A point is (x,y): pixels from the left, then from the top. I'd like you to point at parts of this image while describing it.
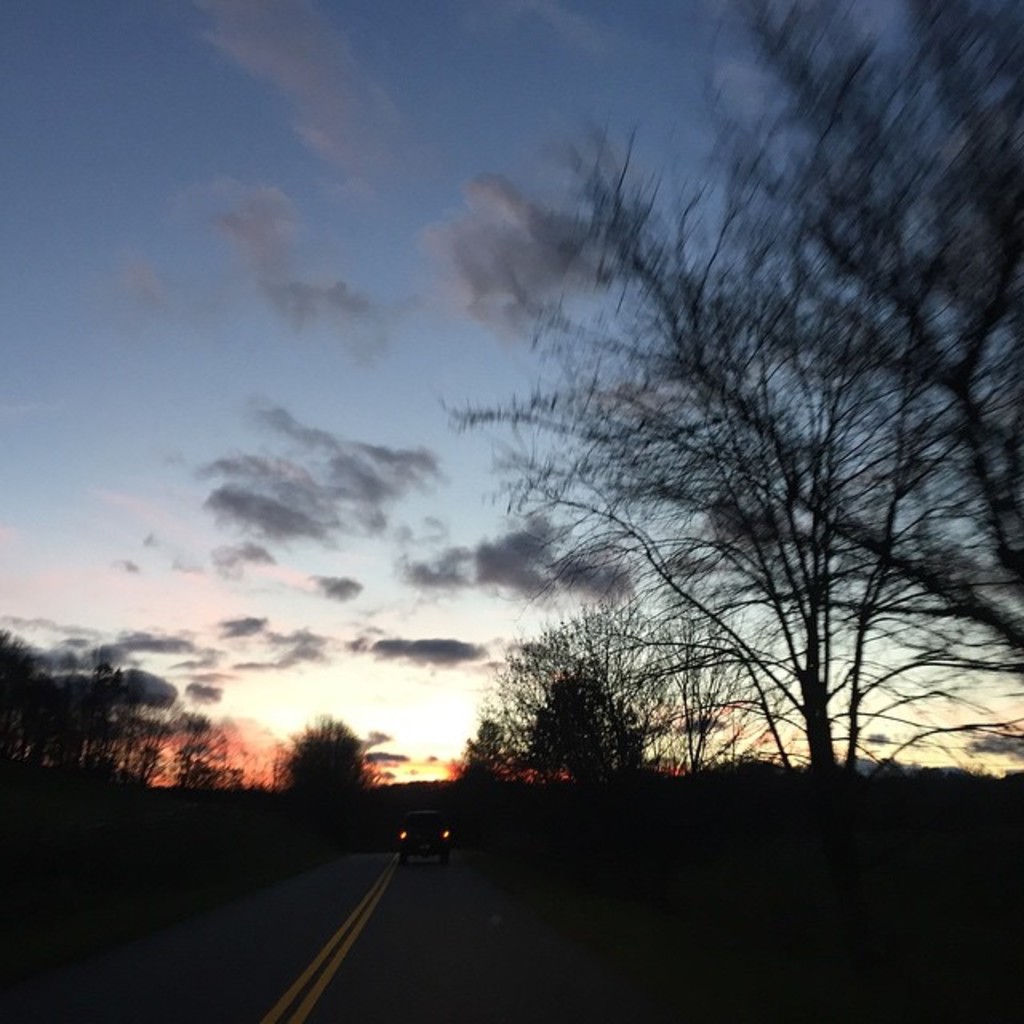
These are clouds (426,478). Vehicle (423,838) is on the road (428,877). Here we can see trees (539,705).
